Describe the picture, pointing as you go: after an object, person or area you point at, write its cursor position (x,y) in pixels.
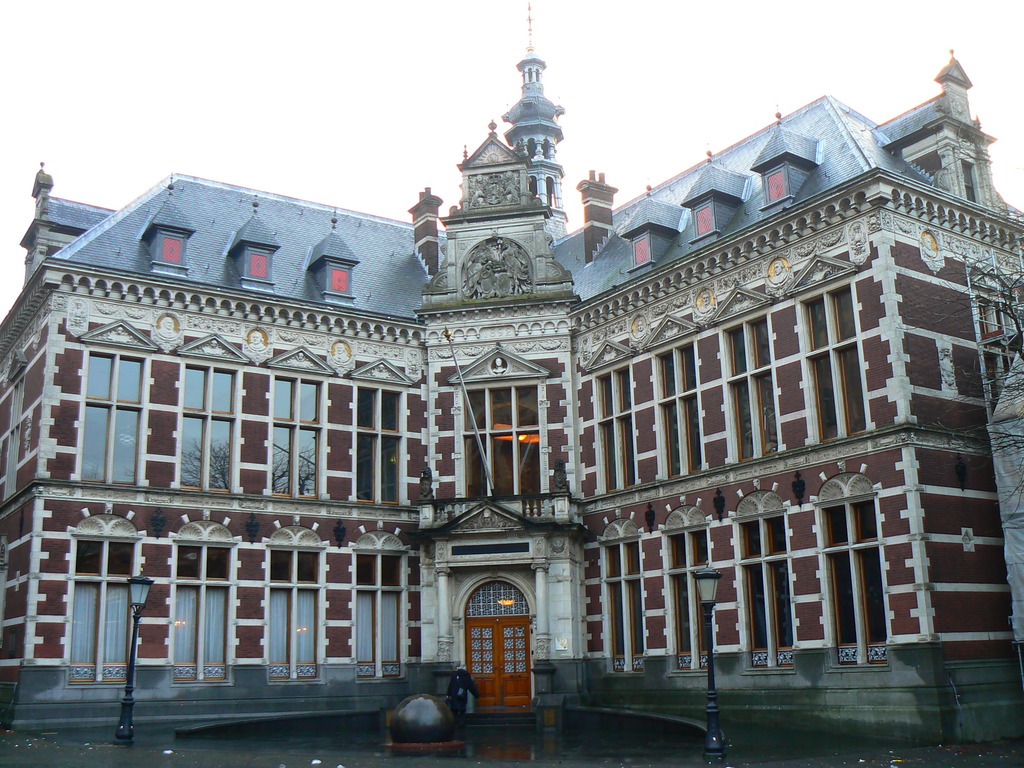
In this image there is a building (279,478). There are sculptures (483,289) on the walls (483,216) of the building (474,229). In front of the building (657,607) there are street light poles (702,583). At the bottom (368,750) there is the ground (464,747). At the top (364,38) there is the sky (697,37).
